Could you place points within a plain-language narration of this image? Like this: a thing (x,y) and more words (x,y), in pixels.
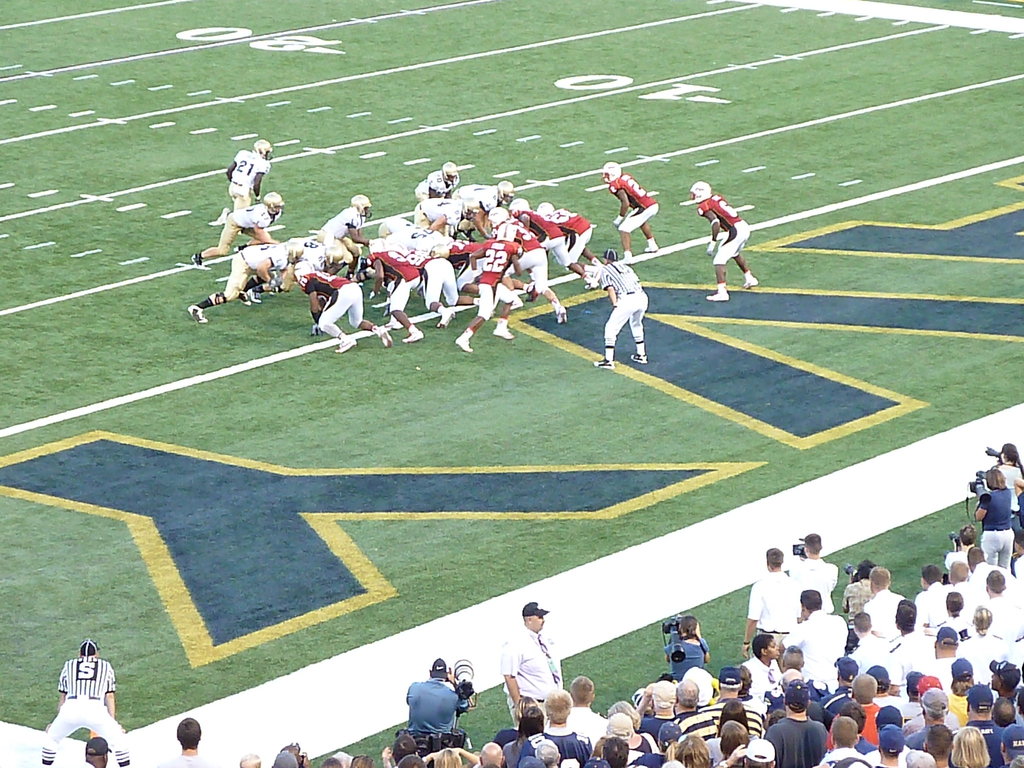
This picture is clicked in a stadium (744,349). There are group of people (489,237) in the ground (508,169) playing a game. There are spectators (811,738) standing to the below of the image. There is text (679,390) on the ground (951,278).
